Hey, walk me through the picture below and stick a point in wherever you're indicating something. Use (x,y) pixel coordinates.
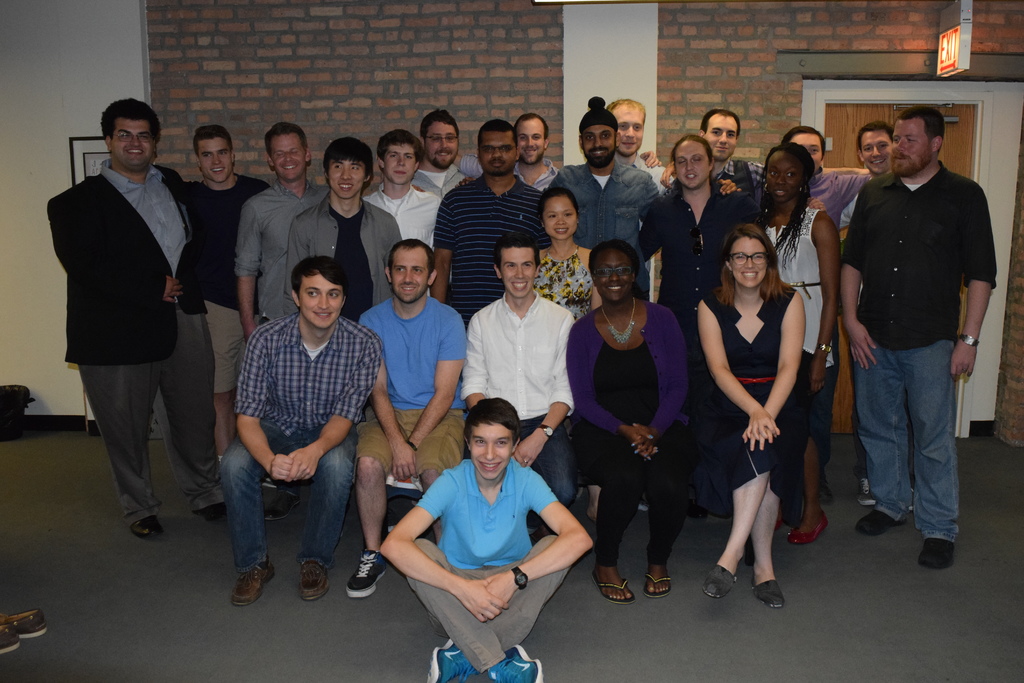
In this image we can see many people (439,379). Some are sitting and some are standing. In the back (349,76) there is a brick wall (360,49). And there is an exit board (944,42). Also there is a door (838,109). And there is a photo frame (102,158) on the wall (26,232).
